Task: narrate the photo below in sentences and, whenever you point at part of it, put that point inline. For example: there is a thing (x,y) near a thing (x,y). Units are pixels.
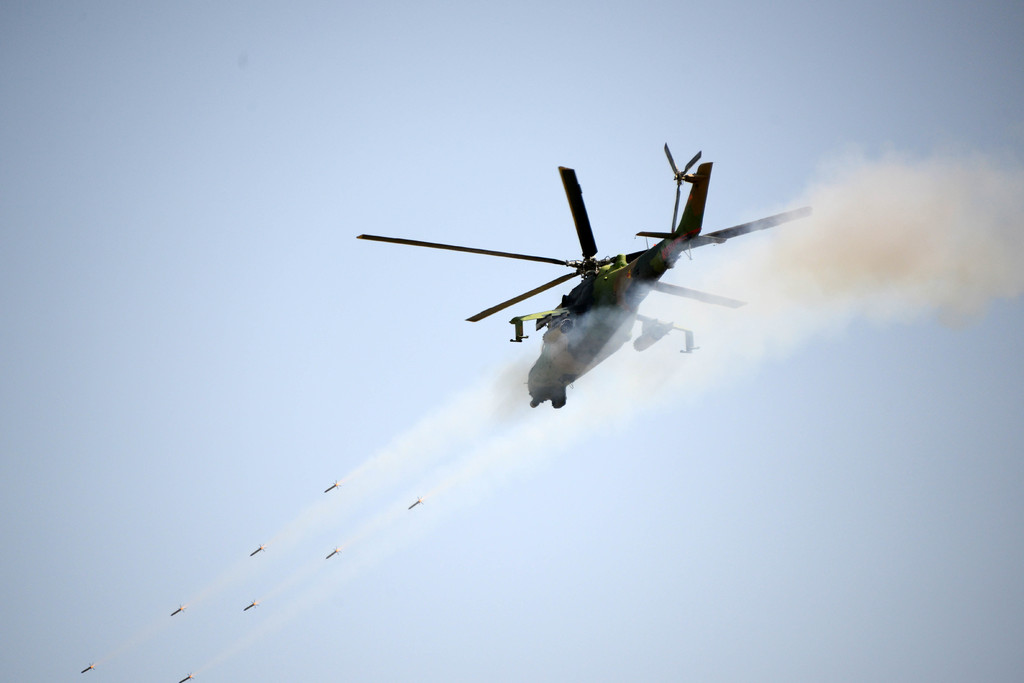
In this image I can see a flight (658,255) flying in the air (373,552) and I can see fume (464,421).
